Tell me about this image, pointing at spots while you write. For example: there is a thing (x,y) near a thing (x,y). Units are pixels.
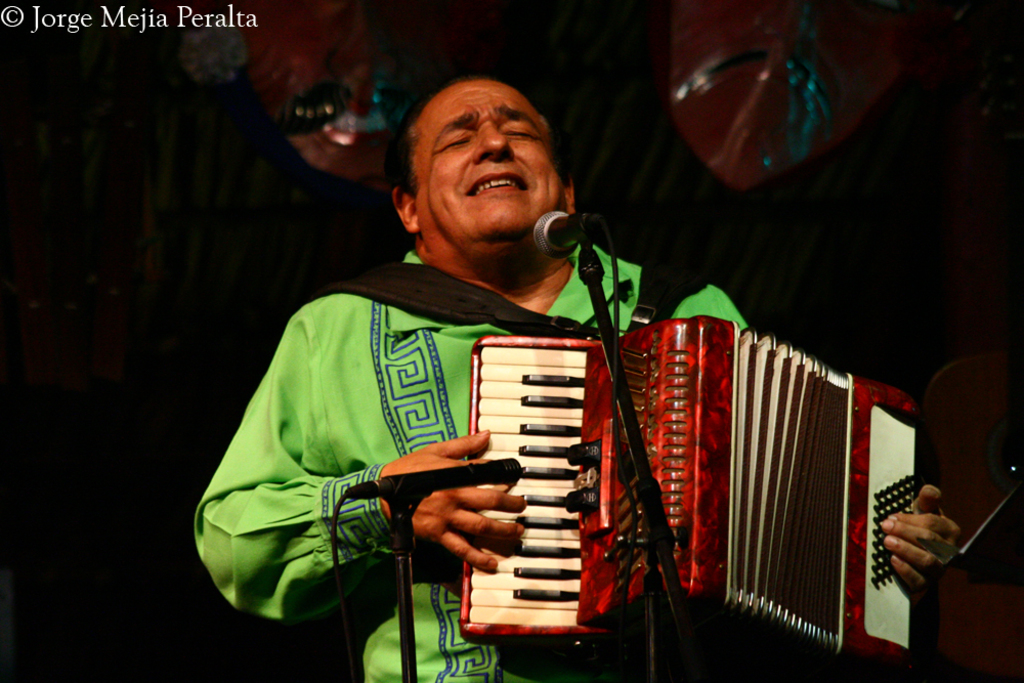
In this image we can see a man (429,387) standing by holding musical instrument (600,495) in his hands (411,470) and mics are placed in front of him. In the background (763,152) there is a curtain (218,257) and decors (791,77) to it.
